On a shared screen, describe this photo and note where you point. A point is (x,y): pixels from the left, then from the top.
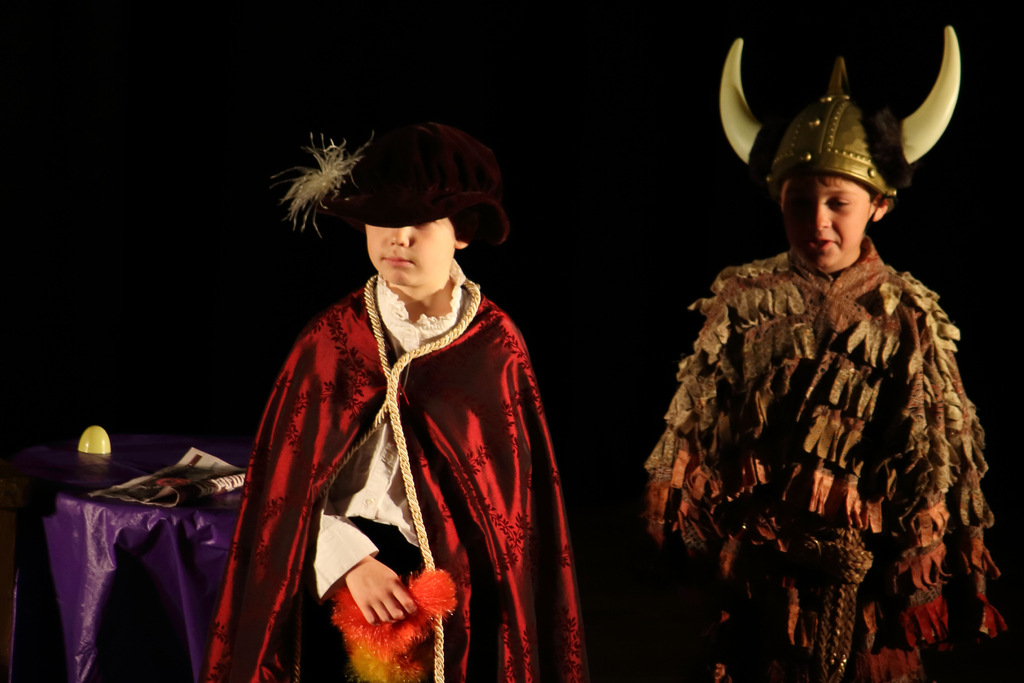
In this image we can see two children (498,415) wearing costume (520,429). There is a table (190,508). On the table (146,515) there is newspaper (192,494). In the background (218,155) it is dark.
